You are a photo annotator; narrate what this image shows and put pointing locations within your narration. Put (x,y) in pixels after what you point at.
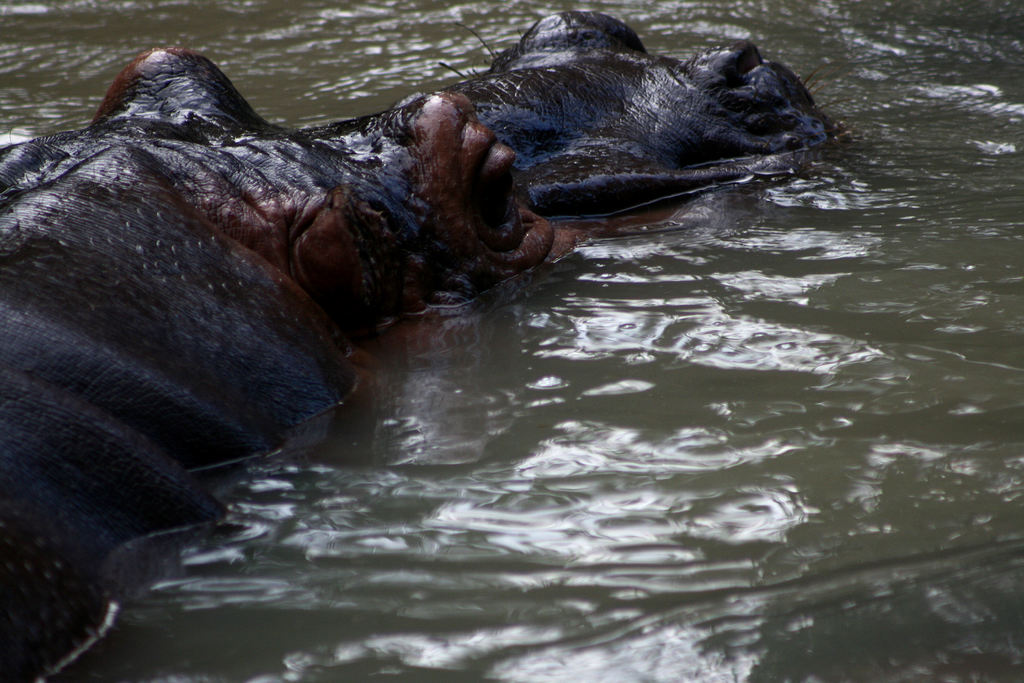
In the image there is a hippopotamus (309,215) in the water (618,439).
